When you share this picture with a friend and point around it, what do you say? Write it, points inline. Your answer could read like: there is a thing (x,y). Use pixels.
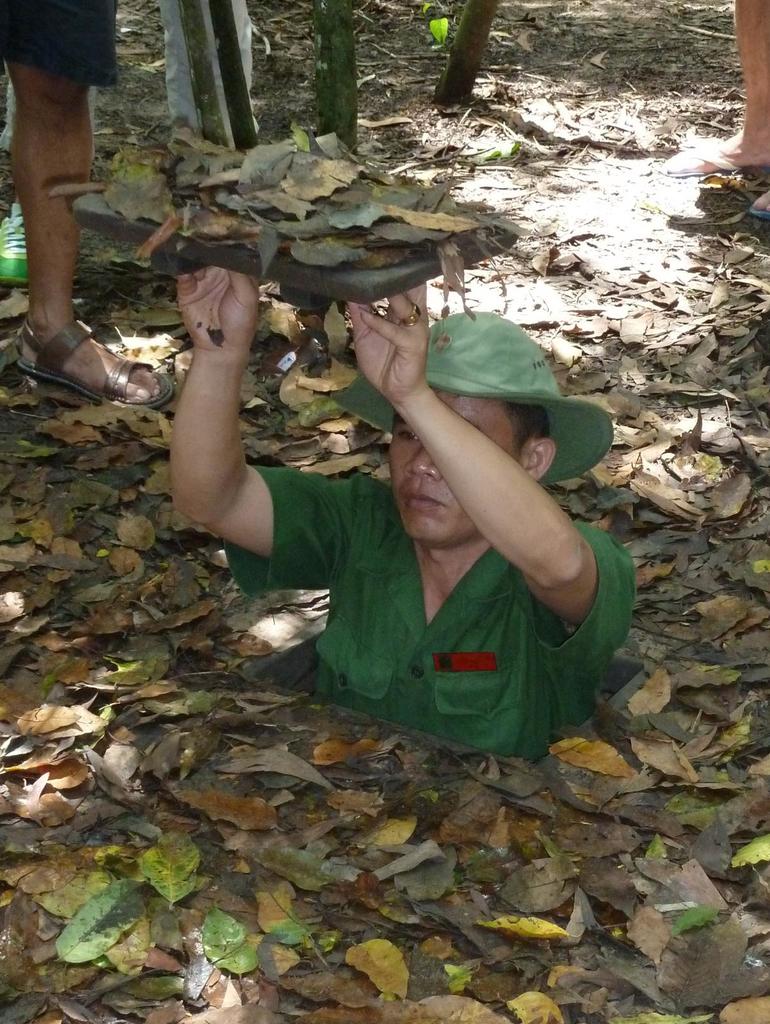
In this image, there are a few people (45,30). Among them, we can see a person (377,571) holding an object (332,182). We can see the ground (345,848) with some dried leaves (582,369) and objects (337,121).
